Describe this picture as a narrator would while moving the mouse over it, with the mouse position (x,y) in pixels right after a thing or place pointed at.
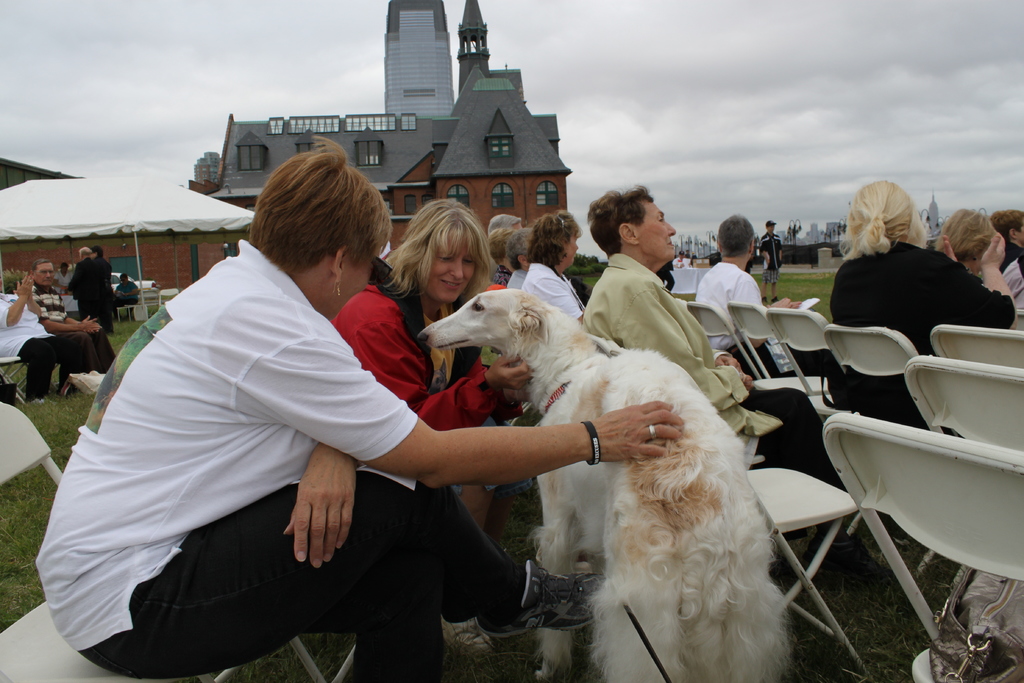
In this image there are group of people (647,206) sitting in chair (973,525), 2 women (212,281) sitting in the chair (50,671) by catching a dog (737,682) and the back ground (676,137) there is a building (118,260), tree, umbrella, sky (555,81).
